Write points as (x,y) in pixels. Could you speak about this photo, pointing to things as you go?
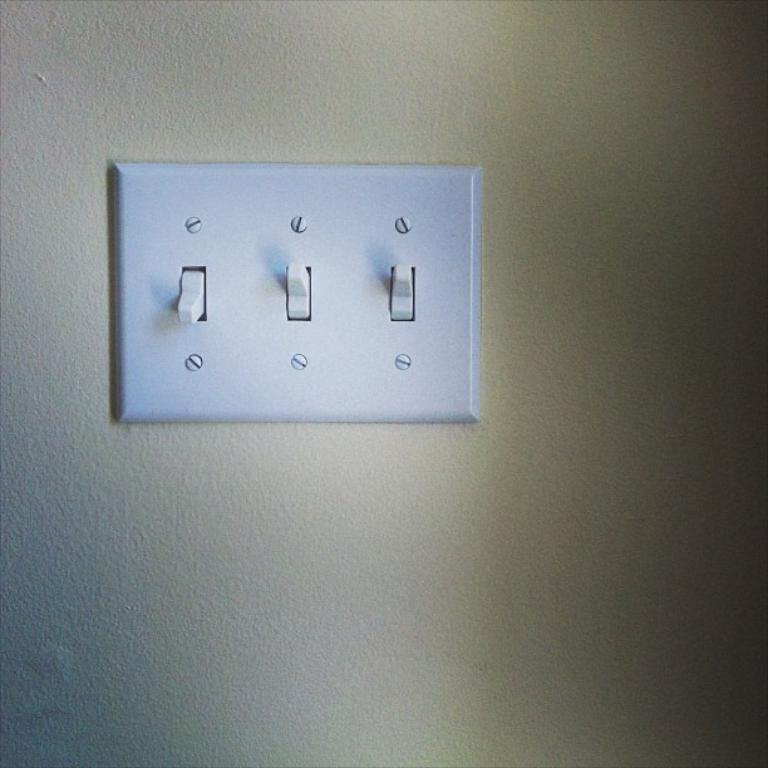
In the middle of the image (266,293) there is a switchboard (249,241) on the wall (66,162). The switchboard (283,268) is white in color and there are a few switches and screws (196,222).
